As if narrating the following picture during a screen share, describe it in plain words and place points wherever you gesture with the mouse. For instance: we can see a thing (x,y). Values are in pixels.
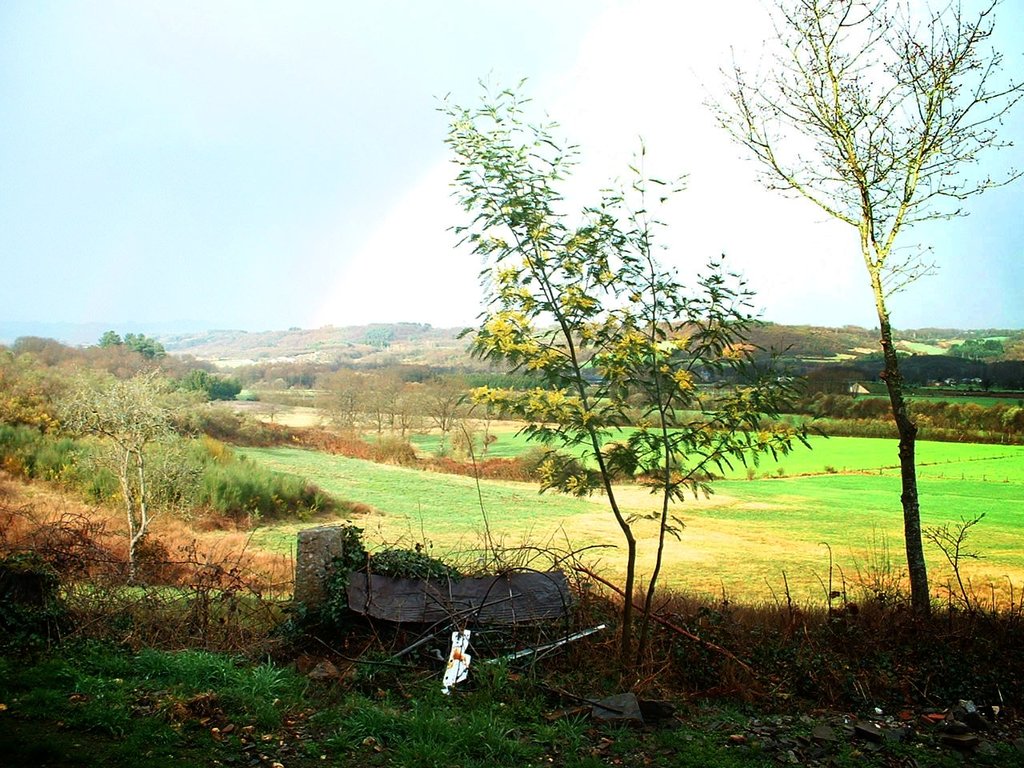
In this picture there is a beautiful view of the grass lawn (505,482). Behind there is a hilly area (265,346) with some mountains (362,337). In the front (381,659) bottom side there are some plants (617,372).
